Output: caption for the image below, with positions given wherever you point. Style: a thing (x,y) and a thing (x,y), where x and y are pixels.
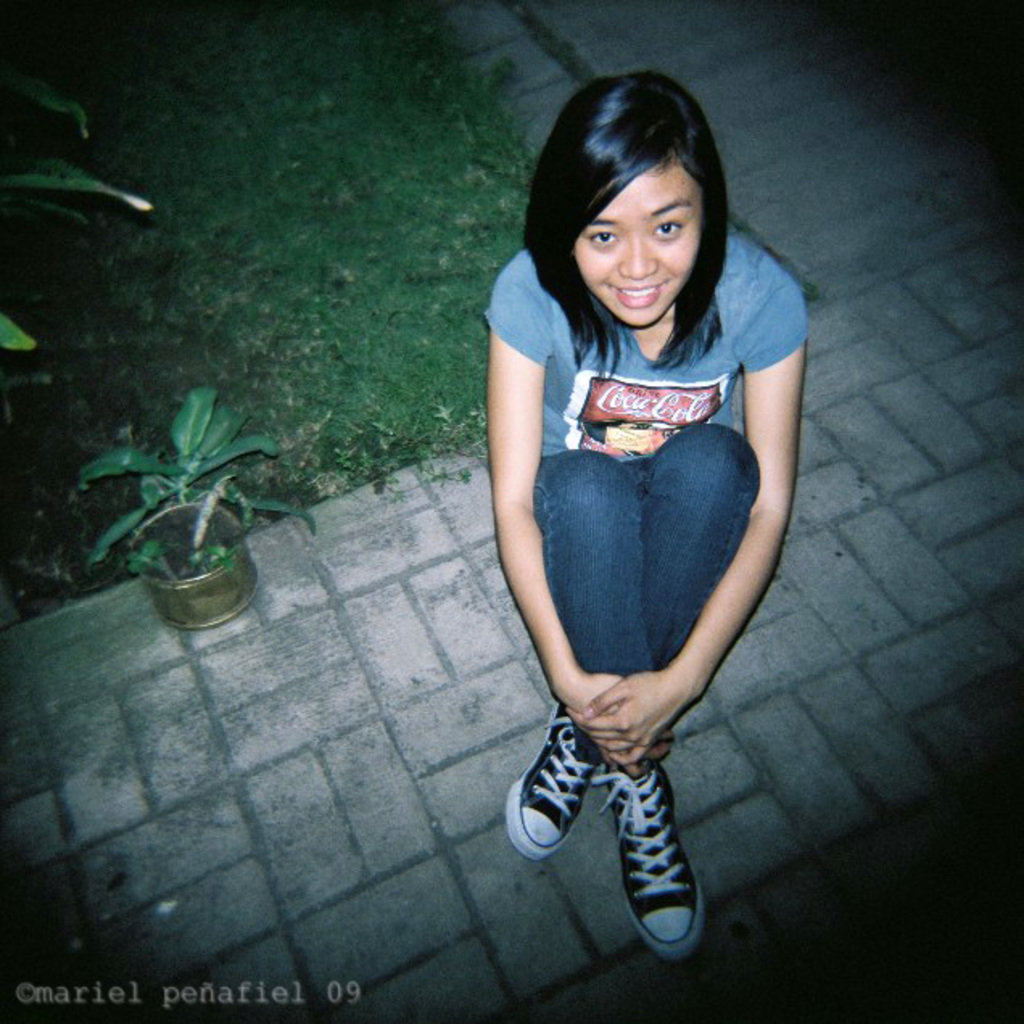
In this picture we can see a woman (682,416) sitting on the floor (856,410) and in the background (196,414) we can see a house plant (190,433), grass (320,409).
